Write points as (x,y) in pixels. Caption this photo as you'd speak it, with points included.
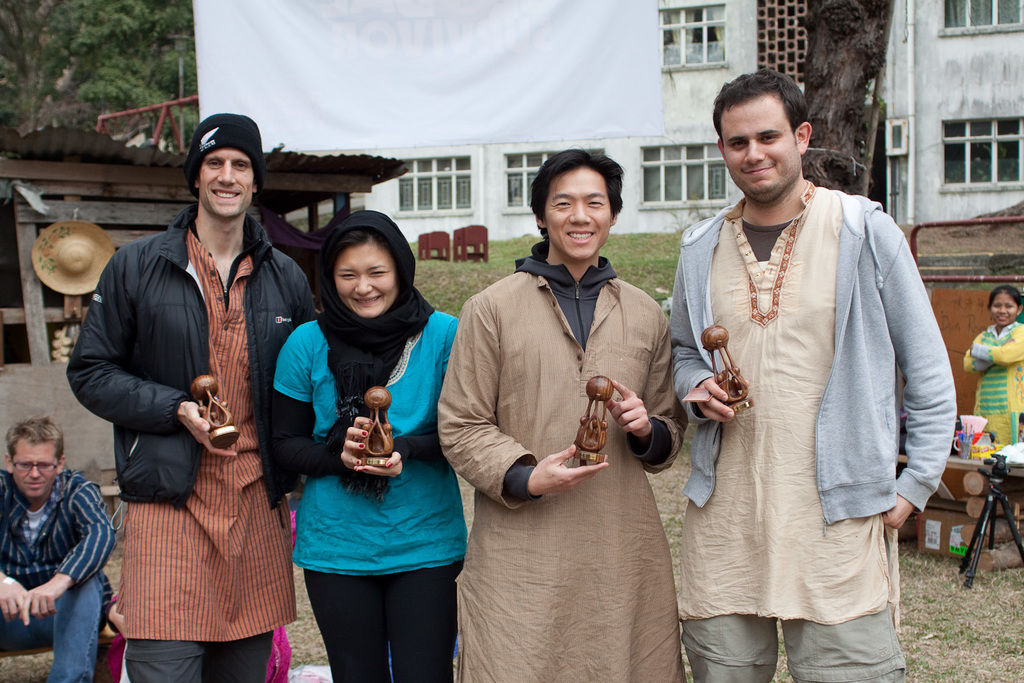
There are four persons (554,359) standing and holding an object (595,454) in their hands (566,465) and there are few person's (1012,347), a building (749,61) and trees (135,58) in the background (783,62).
